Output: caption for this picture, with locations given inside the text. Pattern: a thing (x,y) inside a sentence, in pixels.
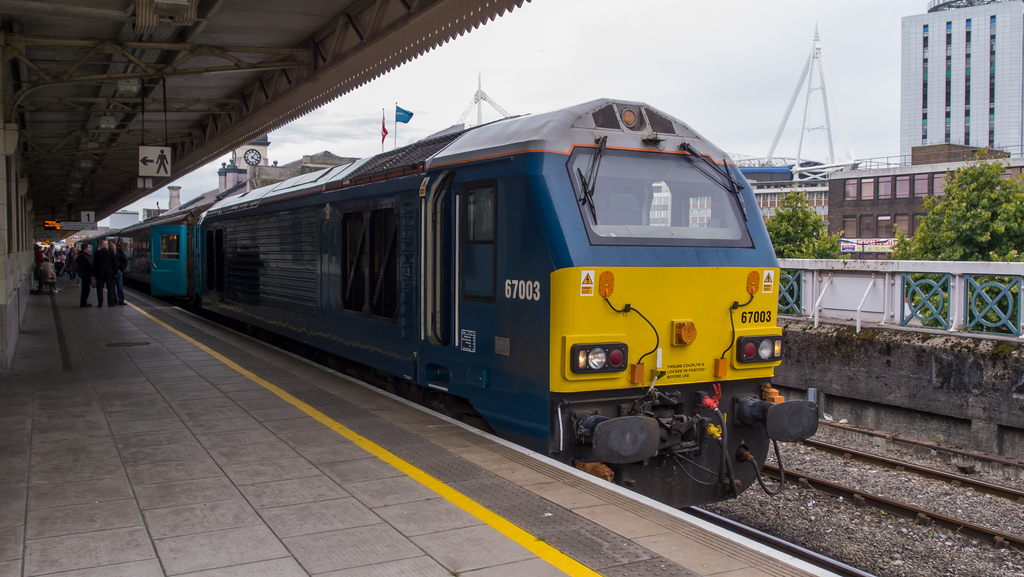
Here I can see a train (565,262) on the railway track (784,536). On the left side (163,482) I can see many people (63,264) are standing on the platform (147,414). On the right side (1000,358) there is a wall (832,342) and railing (878,325). In the background (859,198), I can see the trees (919,227) and buildings (915,141). At the top of the image (668,39) I can see the sky (656,40).
